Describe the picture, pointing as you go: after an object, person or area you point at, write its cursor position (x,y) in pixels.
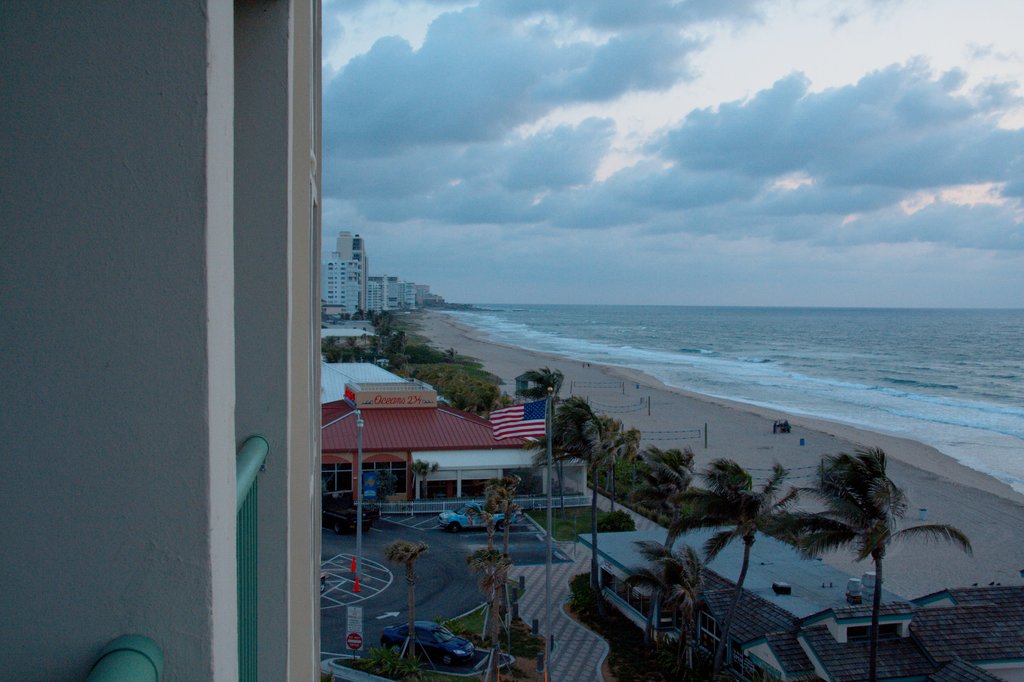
In this image we can see a group of trees (432,469), buildings (627,539) and vehicles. On the right side (728,429), we can see a beach (723,416) of a sea (727,351). On the left side (118,414), we can see a wall (136,432) of a building (227,475).
